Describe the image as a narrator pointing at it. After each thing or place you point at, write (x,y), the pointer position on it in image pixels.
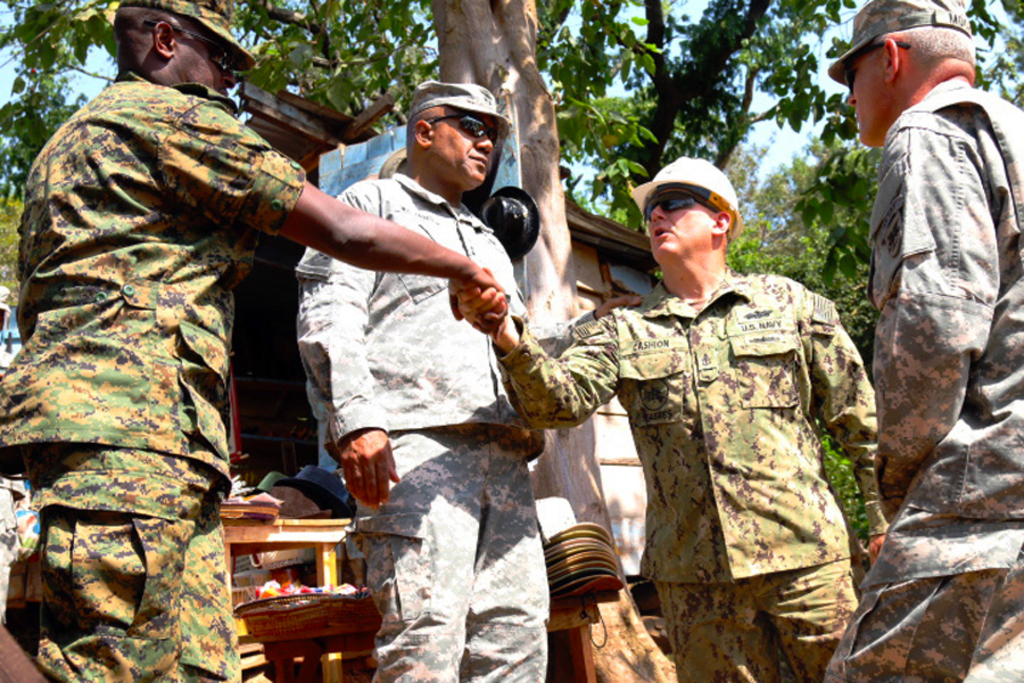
In this picture we can see four men (366,503) wore caps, goggles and in the background (537,489) we can see a basket (364,608), tables (331,527), shed (291,424), some objects (259,504), trees (510,76) and the sky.
